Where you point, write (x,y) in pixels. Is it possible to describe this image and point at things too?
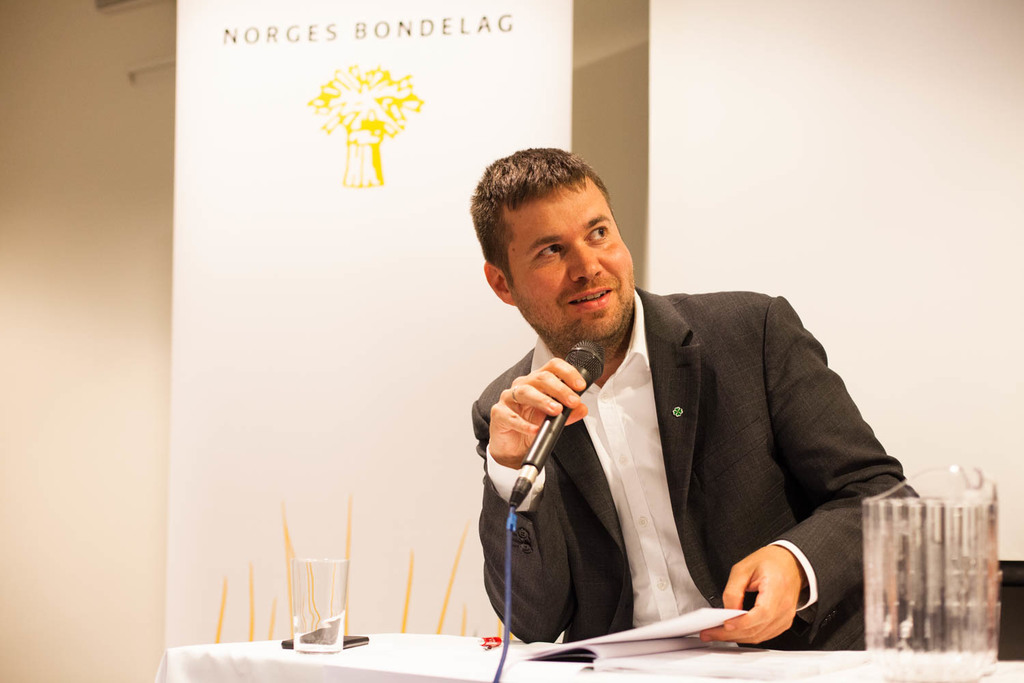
On the right side (765,425), there is a person (678,474) in a suit (677,475), smiling, holding a mic (584,357) with one hand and holding a document (758,655) with other hand (724,641). In front of him, there is a table (406,655) which is covered with white color cloth (215,670) on which, there is a glass (335,630) and a mobile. In the background (476,17), there is a white color banner (233,139) and there is a wall (47,188).
